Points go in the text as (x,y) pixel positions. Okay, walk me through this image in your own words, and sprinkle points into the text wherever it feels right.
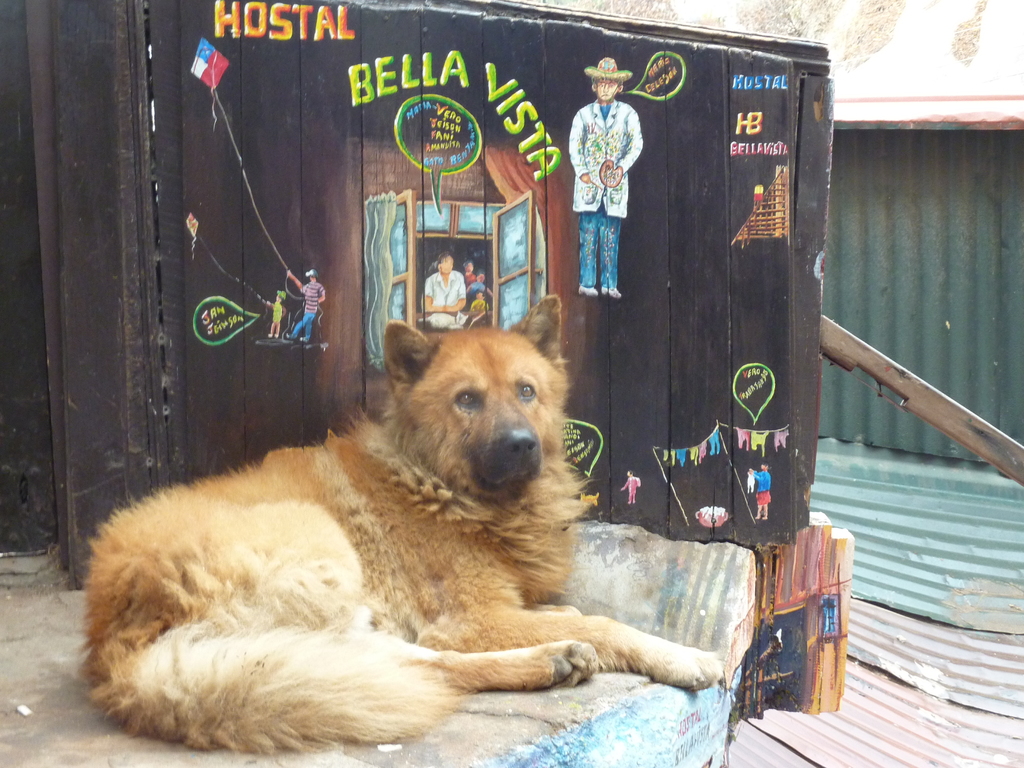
A dog (377,568) is lying, this is window (468,293) and a person (611,207) is standing, these are walls (843,403) and shed (825,475).
